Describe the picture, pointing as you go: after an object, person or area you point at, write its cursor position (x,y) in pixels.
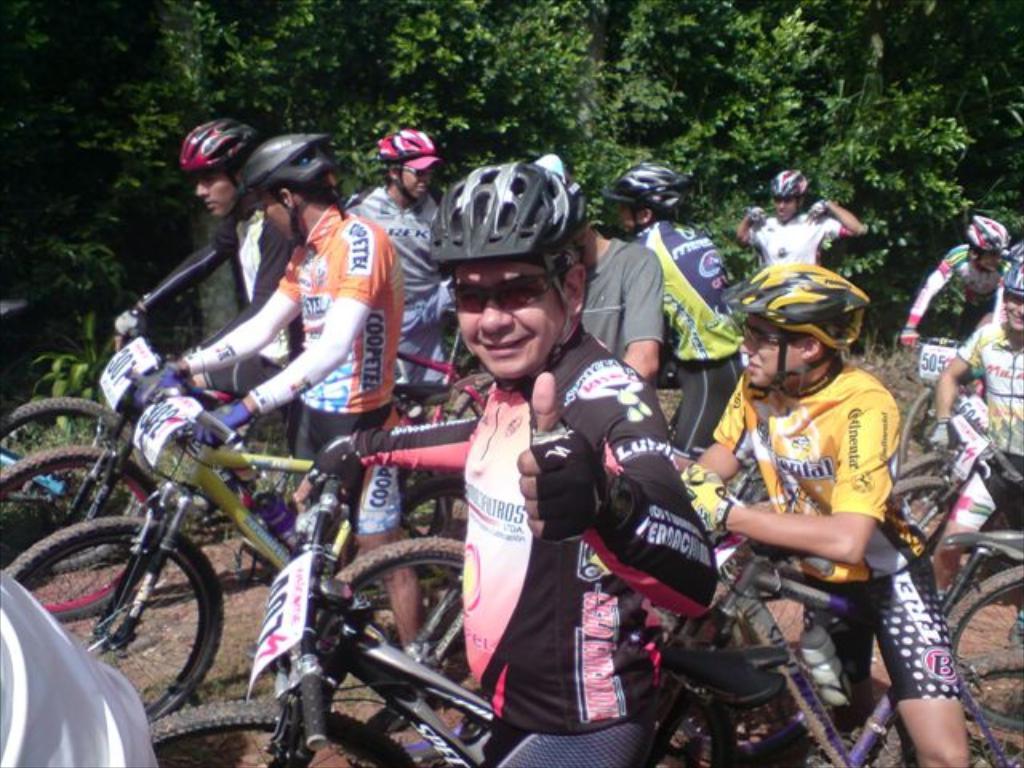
In this image I can see number of people (518,731) are with their cycles (279,462). I can see everyone is wearing helmets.
